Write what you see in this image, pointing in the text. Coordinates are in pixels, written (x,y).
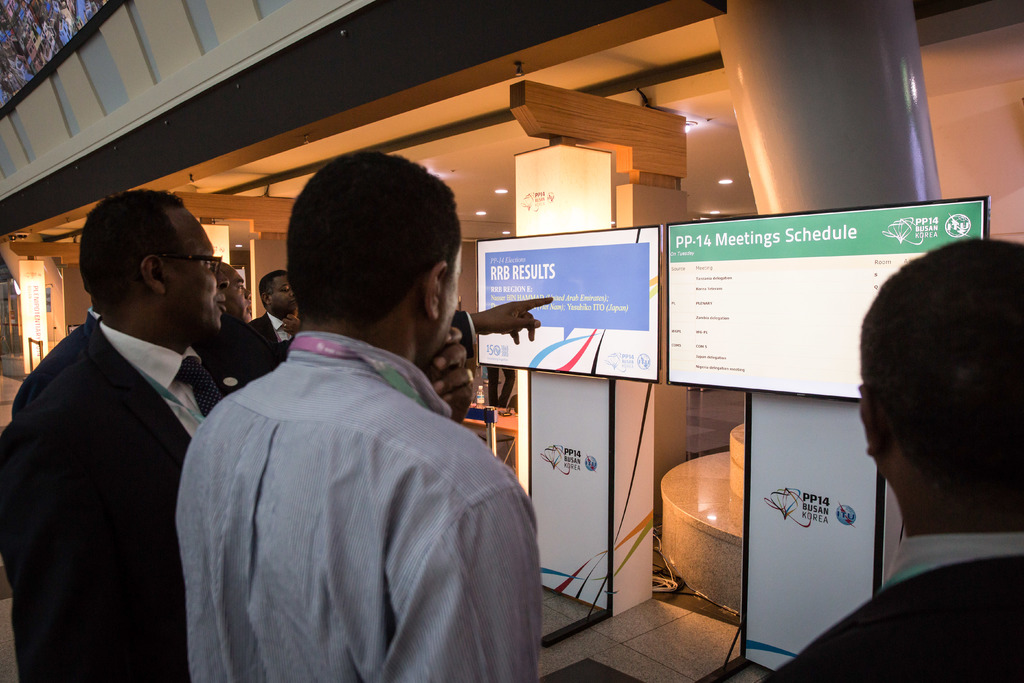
In the center of the image (401,386) we can see people (436,496) standing. In the background (668,415) there are screens (708,359) and there are walls (1018,162). At the top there are lights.
